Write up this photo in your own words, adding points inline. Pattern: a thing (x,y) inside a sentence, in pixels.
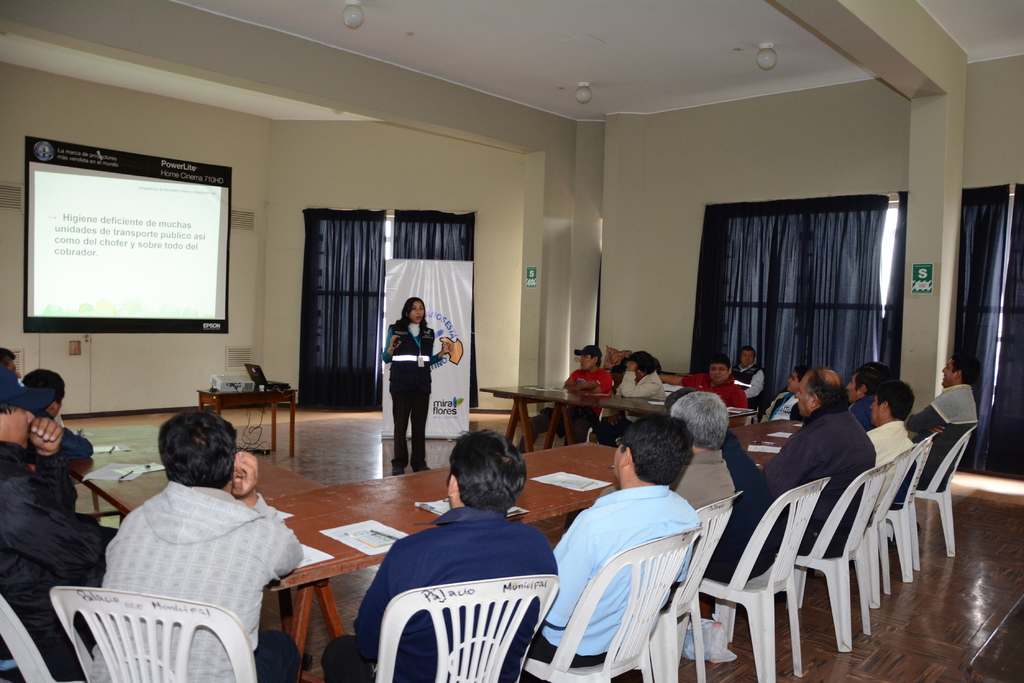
This is the picture of a place where we have some people (178,553) sitting on the chairs (441,649) in front of the tables (590,393) and there is a lady (398,412) who is standing in front of them and a projector screen (191,165).
